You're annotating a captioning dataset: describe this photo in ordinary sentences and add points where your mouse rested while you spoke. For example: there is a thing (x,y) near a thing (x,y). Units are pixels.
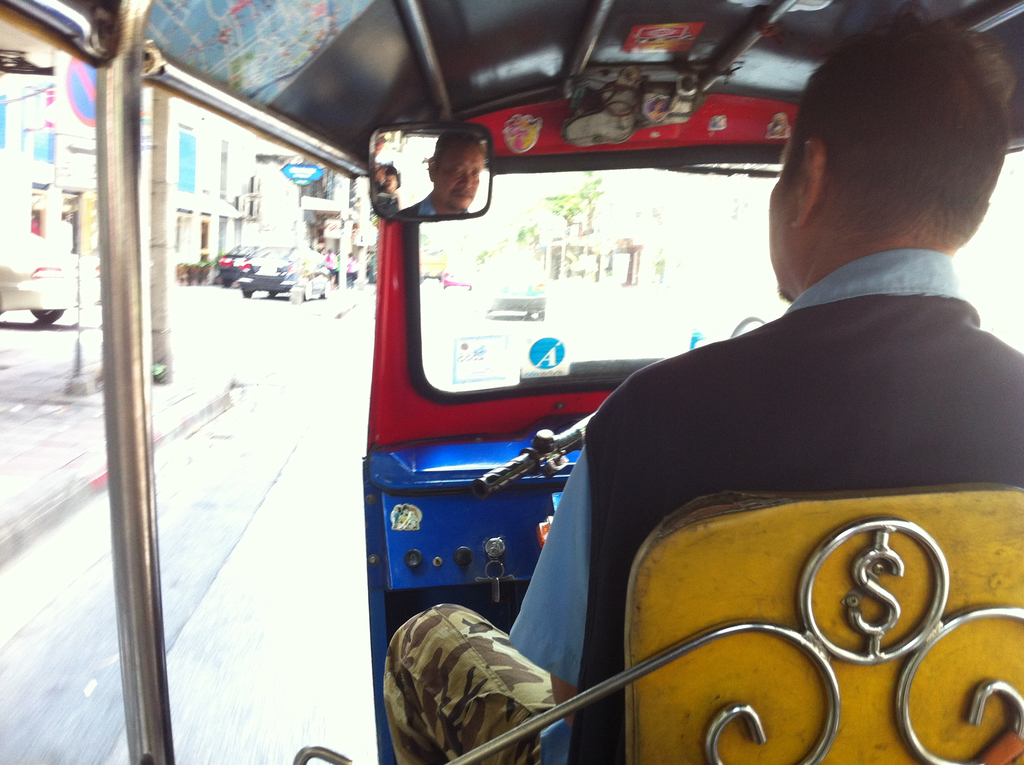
In this image there is a person (638,484) sitting in a auto rickshaw (750,558) which is on the road (287,363), and in the background (326,233) there are vehicles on the road (425,311), there are group of people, buildings (566,254), trees (551,223), boards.
